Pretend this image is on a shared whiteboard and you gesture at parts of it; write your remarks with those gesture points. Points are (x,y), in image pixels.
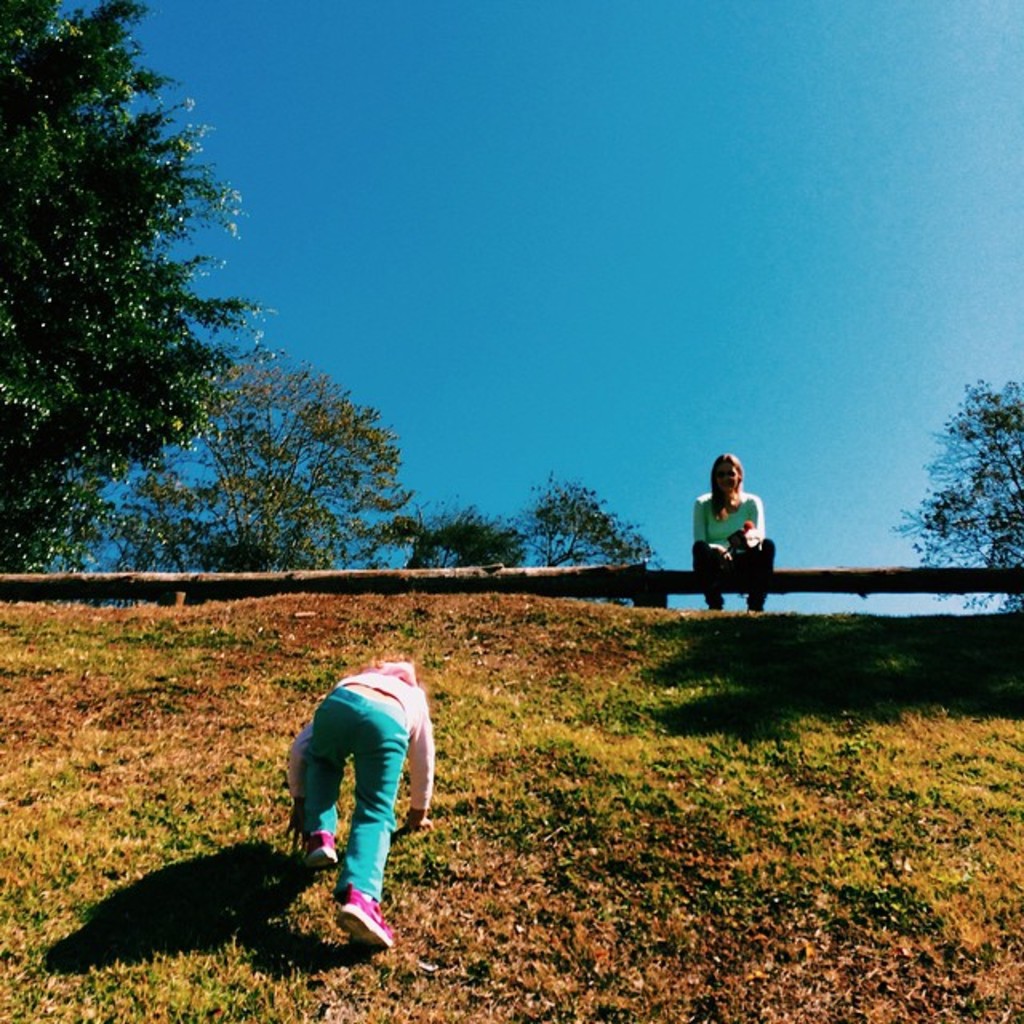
A person (366,712) is climbing on a hill (325,600). And a lady (749,562) is sitting on a wooden log (815,590). In the background (259,389) there is sky (463,490) and trees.
